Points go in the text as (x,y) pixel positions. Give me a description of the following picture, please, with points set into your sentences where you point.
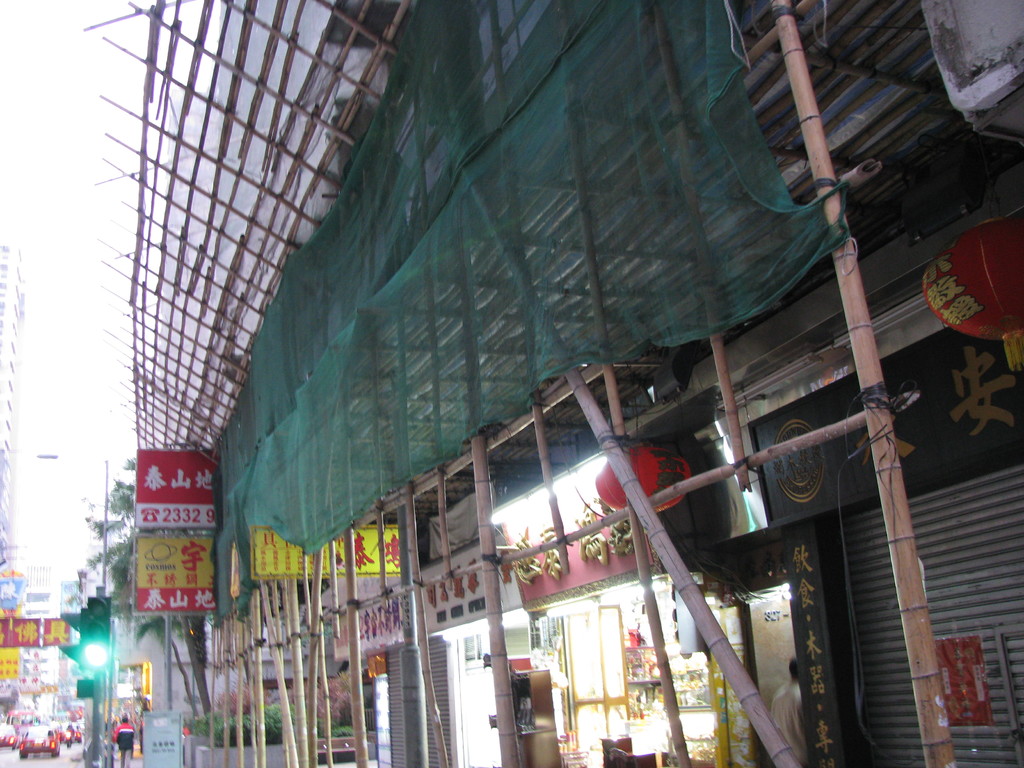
In this picture I can see vehicles (33,729) on the road (50,757), there are buildings (5,695), boards (196,602), lights (472,633), paper lanterns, there are plants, trees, there are wooden poles (581,400) and there is the sky (85,268).
